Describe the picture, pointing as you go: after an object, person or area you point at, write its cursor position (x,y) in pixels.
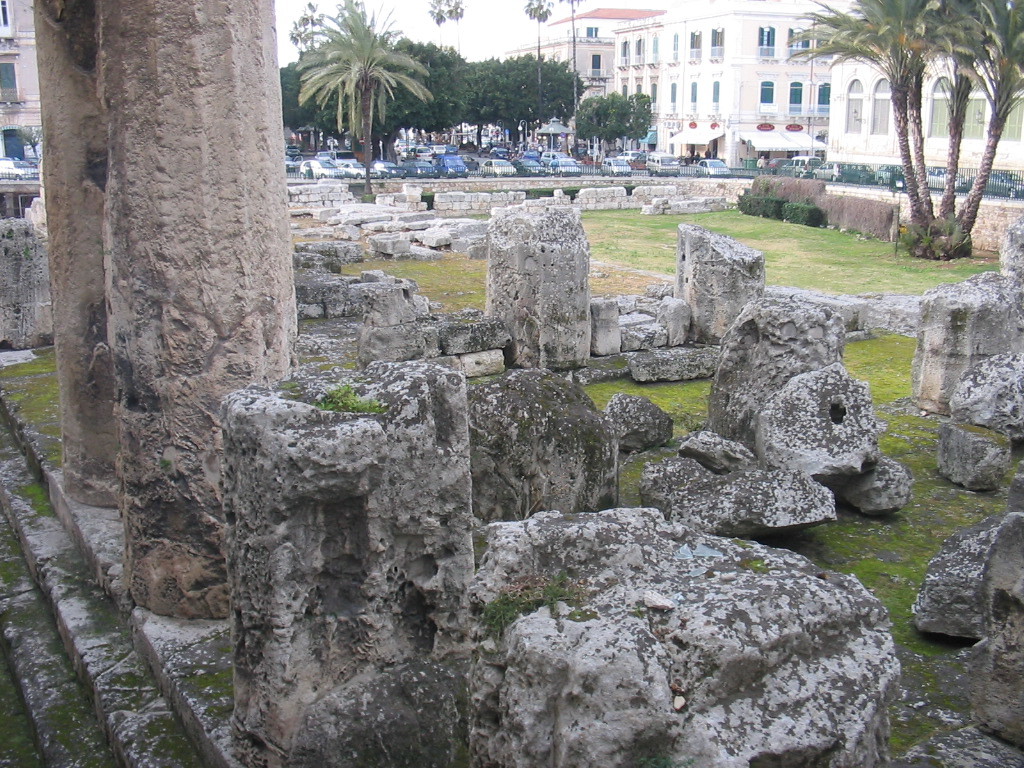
In the foreground of the picture (915,298) I can see the rocks (843,331) on the green grass (799,274). I can see two pillars (106,296) and staircase (120,608) on the left side (169,342). In the background (927,145), I can see the buildings (752,125), trees (582,111) and cars (392,175).
